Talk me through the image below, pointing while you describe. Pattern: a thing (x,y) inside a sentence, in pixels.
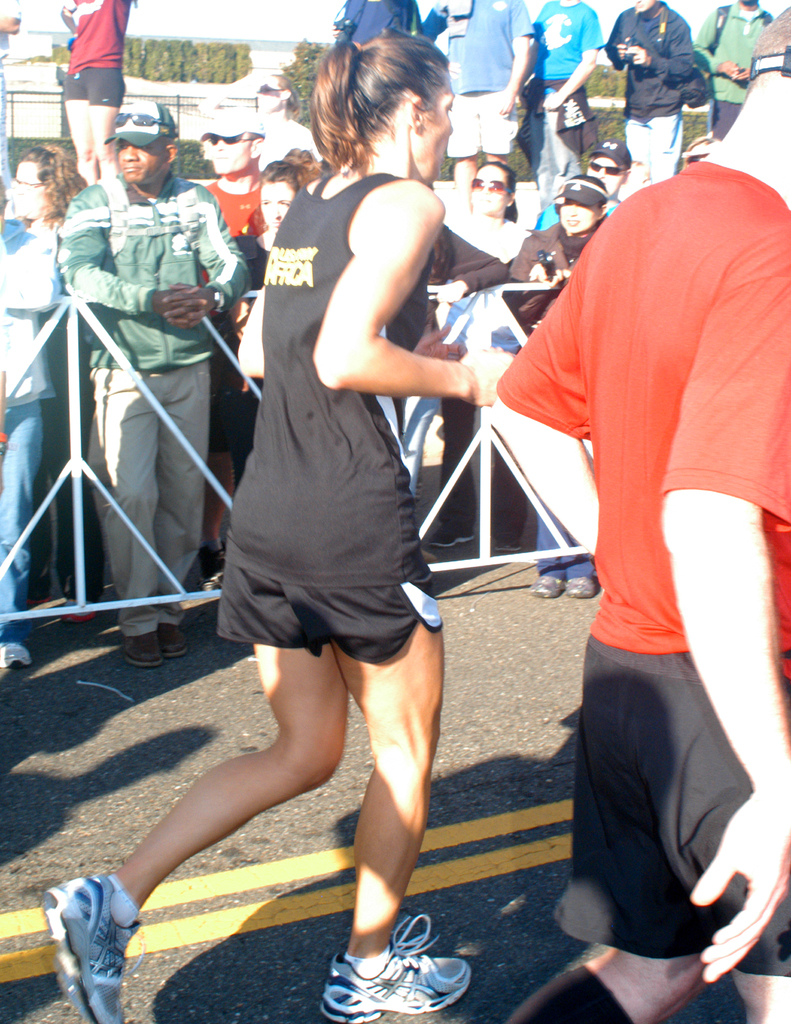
In this image, we can see a lady (408,515) and a man (662,826) running and in the background (170,287), there are some people (499,181) standing and we can see some trees (198,74).
